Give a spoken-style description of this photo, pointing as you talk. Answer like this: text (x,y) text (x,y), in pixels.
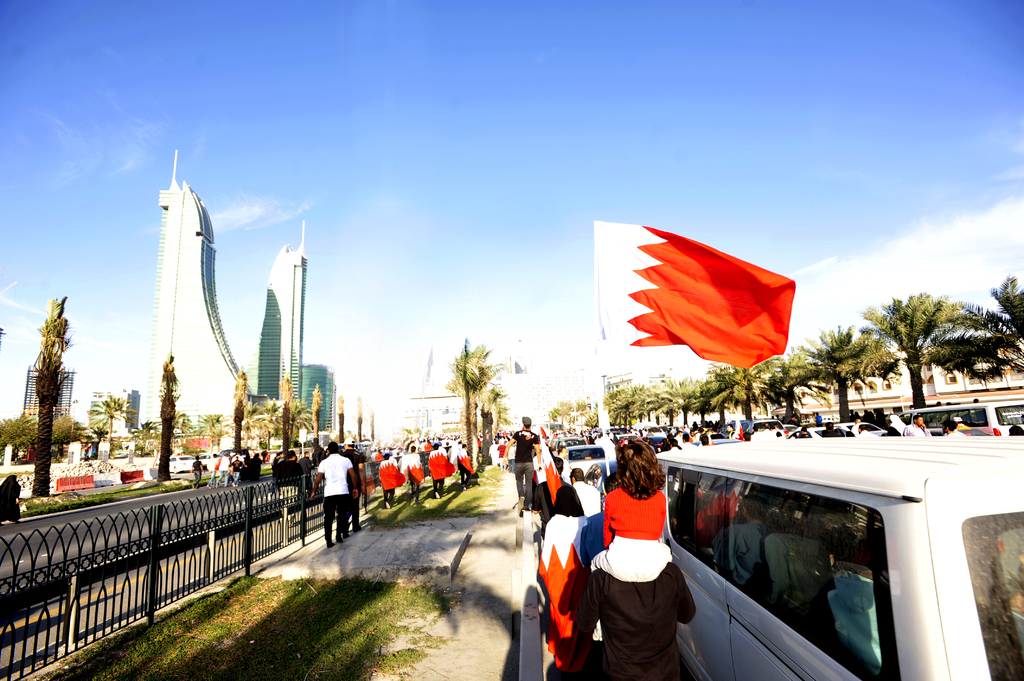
In the image we can see there are many people (516,457) around, they are wearing clothes (412,484). We can even see there are vehicles (783,430), this is a grass (255,592), fence (254,511), flag (609,297), trees (843,365), tower (184,408) and cloudy pale blue sky (646,196).
